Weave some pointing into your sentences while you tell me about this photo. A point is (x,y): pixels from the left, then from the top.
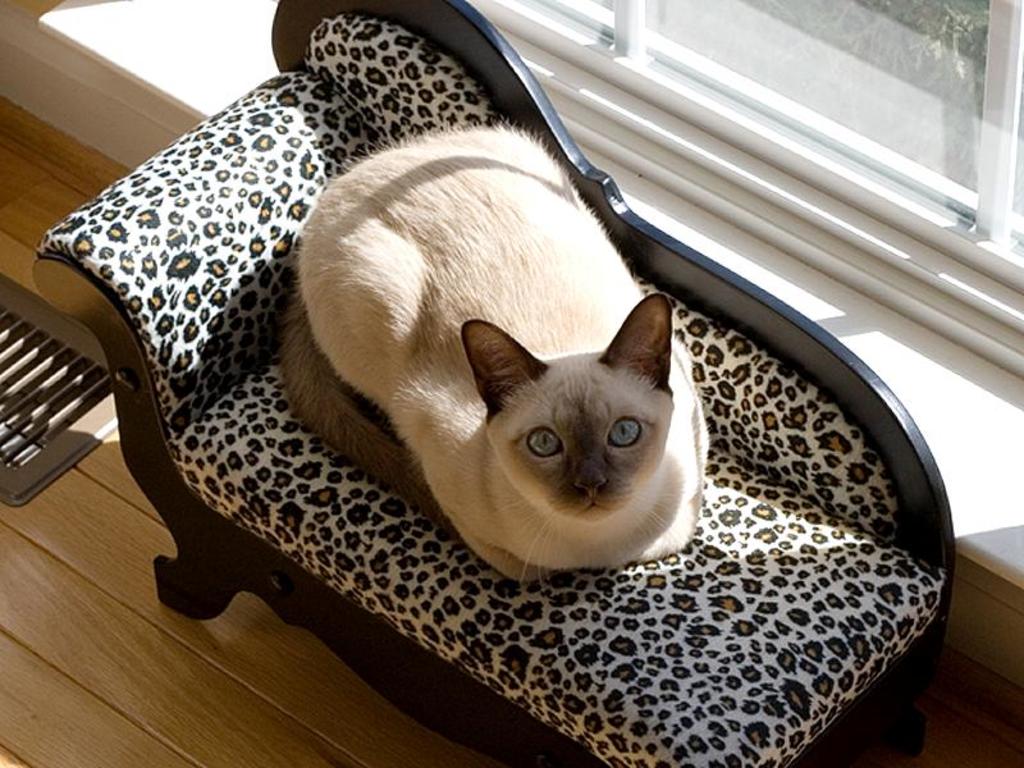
In this image I can see a cat (360,298) on a couch (820,694). There is a wooden floor (192,705) and a glass window (963,61) behind the couch (342,59).
